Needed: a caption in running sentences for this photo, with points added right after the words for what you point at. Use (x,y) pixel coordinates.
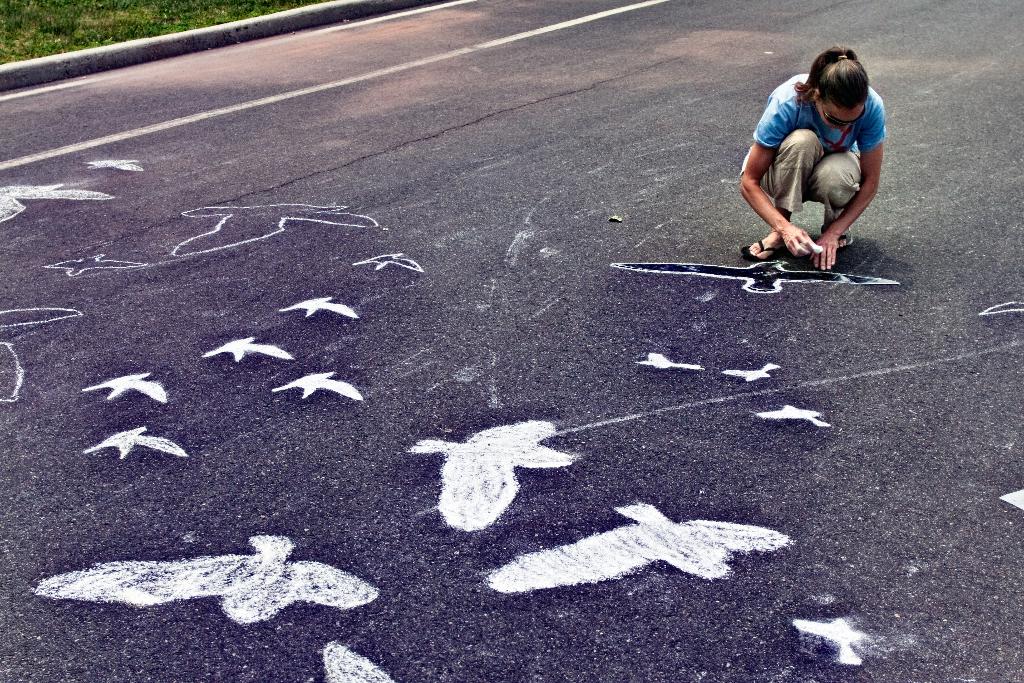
In this image there is a woman (860,172) holding a chalk (819,248). There are paintings (612,535) of birds (752,541) on the road (460,268). Left top there is some grass (81,26) on the land (63,31).
